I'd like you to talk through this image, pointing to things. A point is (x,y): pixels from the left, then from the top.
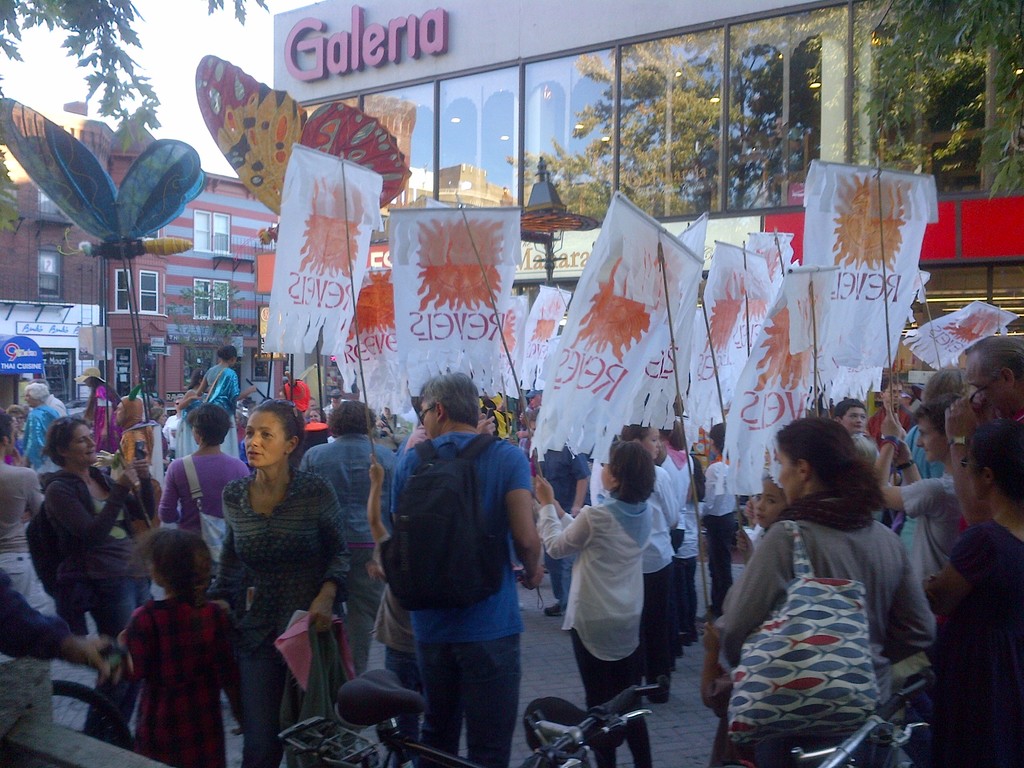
In this image we can see a group of persons (397,499). Among them there are few people (693,550) holding banners (645,313). Behind the persons (366,537) we can see the buildings (652,122). On the building glass (644,117) we can see the reflection (671,99) of the trees (736,144). At the bottom (583,756) we can see the bicycles (125,724). In the top left (67,68), we can see the leaves (88,64) and the sky (163,37).
